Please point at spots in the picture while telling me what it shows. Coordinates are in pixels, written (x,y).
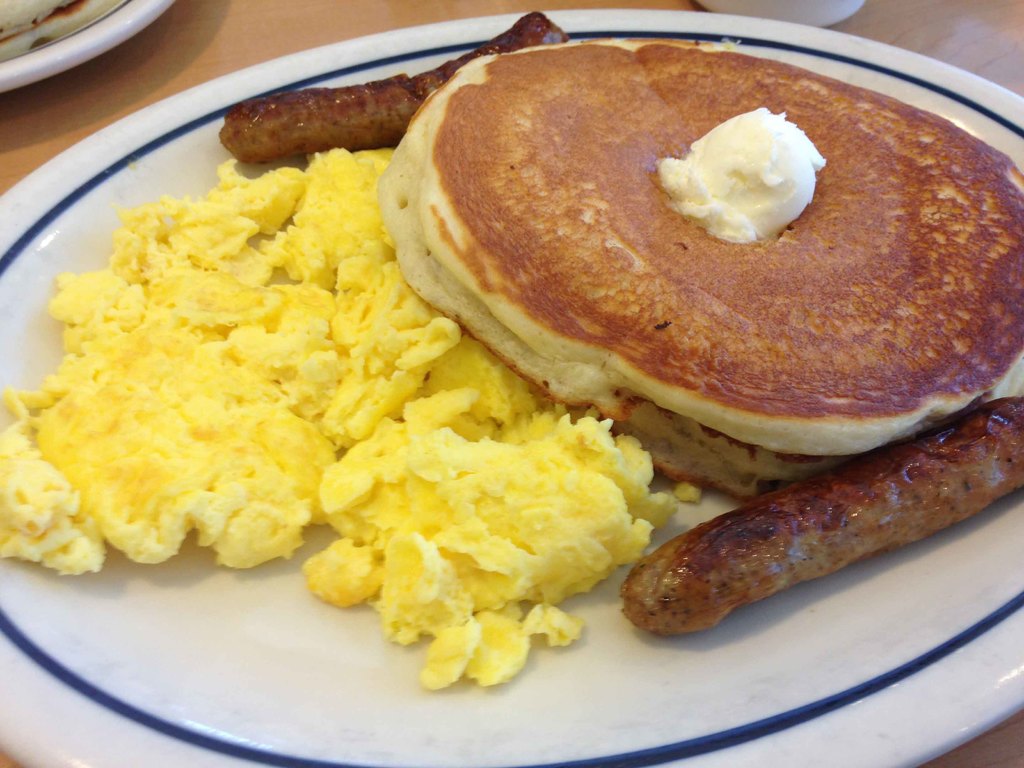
In this image I can see plates (470,38) on a table (421,5) in which food items (573,380) are there. This image is taken may be in a room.
